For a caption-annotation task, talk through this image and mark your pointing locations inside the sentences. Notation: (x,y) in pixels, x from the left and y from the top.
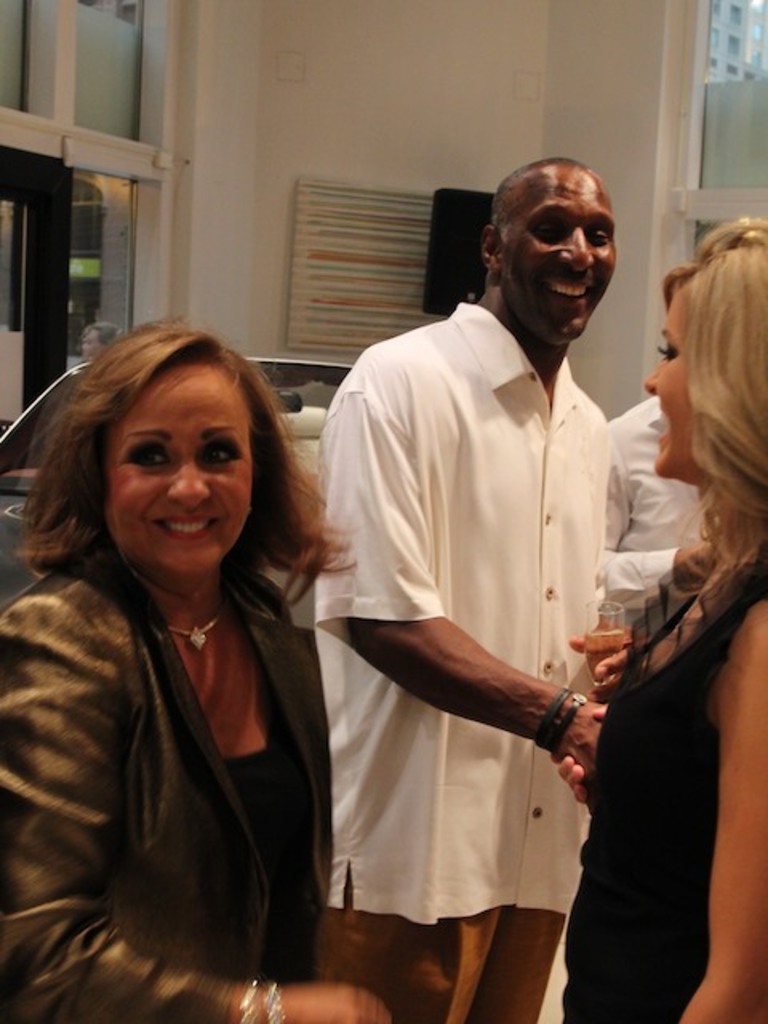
In the image there are four people (600,566) and one person (597,804) holding a glass (590,637) with some drink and in the background (94,118) there are windows (104,118) and in between the windows (717,82) there is a wall (324,35) and there is some object (453,201) fit to the wall (504,171).
